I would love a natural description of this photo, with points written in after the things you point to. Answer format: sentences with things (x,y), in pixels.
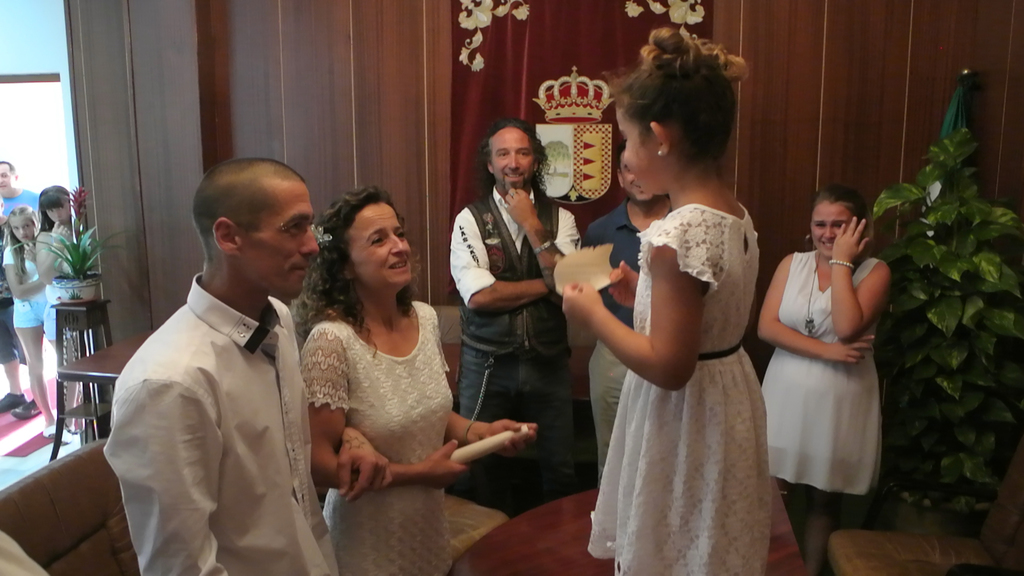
In the picture I can see a girl (716,227) standing in front of the wooden table (584,549) and she is holding a piece of paper (561,264) in her hands (626,270). There is a man (149,438) on the left side (243,403) is wearing a shirt (266,386) and he is looking at the girl (703,201). I can see a woman (349,322) and looks like she is speaking. In the background (562,248), I can see three persons (538,229) and there is a smile on their faces (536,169). I can see a plant (980,306) on the right side (976,458). I can see another wooden table (114,349) on the left side (95,364). There are a few people (50,237) on the left side (44,237). I can see a pot (63,290) on the stand (95,309) on the left side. In the background (411,131), I can see the wooden wall (937,65).
